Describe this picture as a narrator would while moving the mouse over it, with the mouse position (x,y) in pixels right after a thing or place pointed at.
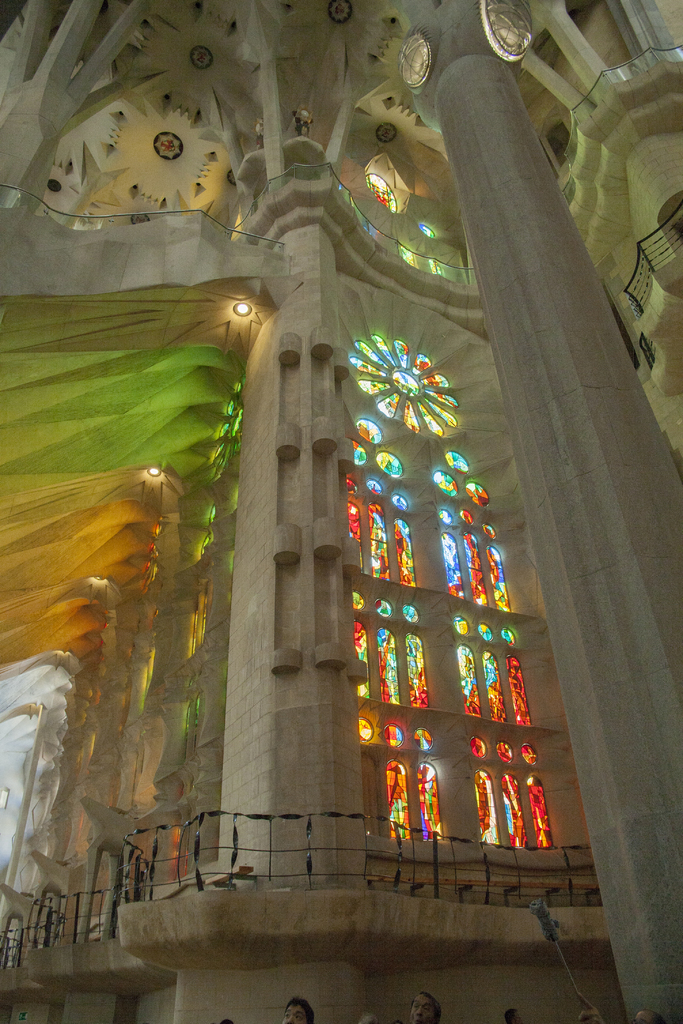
In this picture I can see an inside view of a building (350,444). Here I can see light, a fence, white color pillar (607,878) and some other objects (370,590).
